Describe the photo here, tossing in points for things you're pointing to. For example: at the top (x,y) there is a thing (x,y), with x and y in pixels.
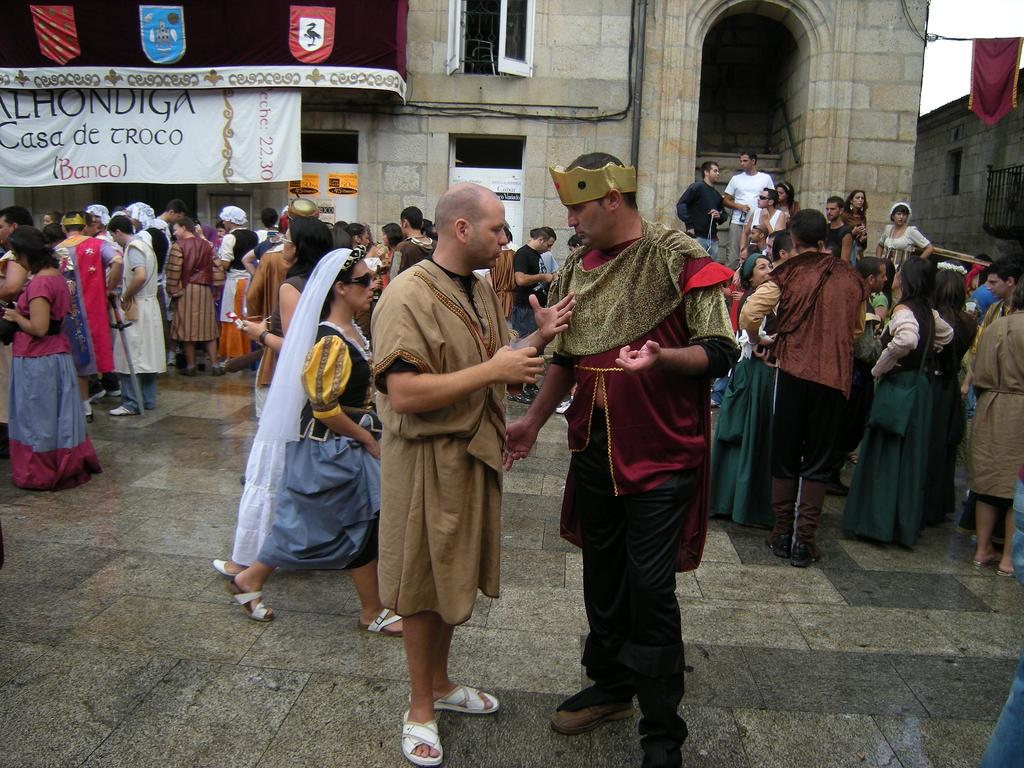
In this image in the foreground (635,224) there are two persons (420,295) wearing costumes (616,377), talking to each other, back side of them there are group of people (94,224) visible, behind them there is a building (641,71), in the top left (46,100) there is a banner (34,108), on the banner (178,140) there is a text (138,130) visible.
